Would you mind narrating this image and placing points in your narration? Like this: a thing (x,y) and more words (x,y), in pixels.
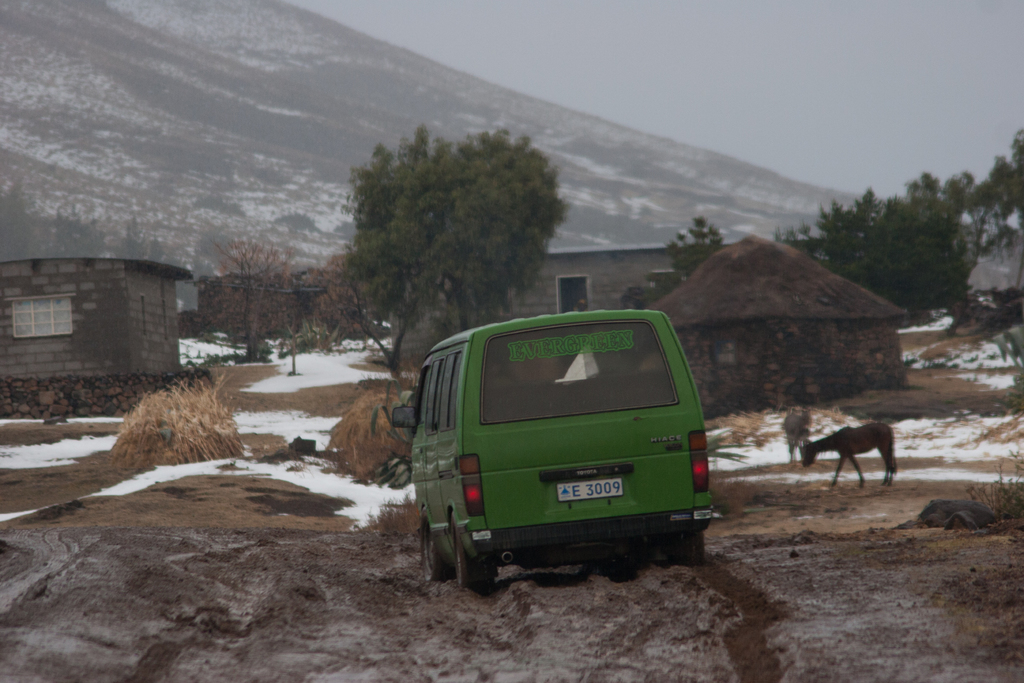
This image consists of a van (487,425) in green color. At the bottom (360,622), there is ground (480,648). In the background (729,266), there are trees (349,259) and small huts (129,284). To the left (176,161), there is a mountain (131,106).
